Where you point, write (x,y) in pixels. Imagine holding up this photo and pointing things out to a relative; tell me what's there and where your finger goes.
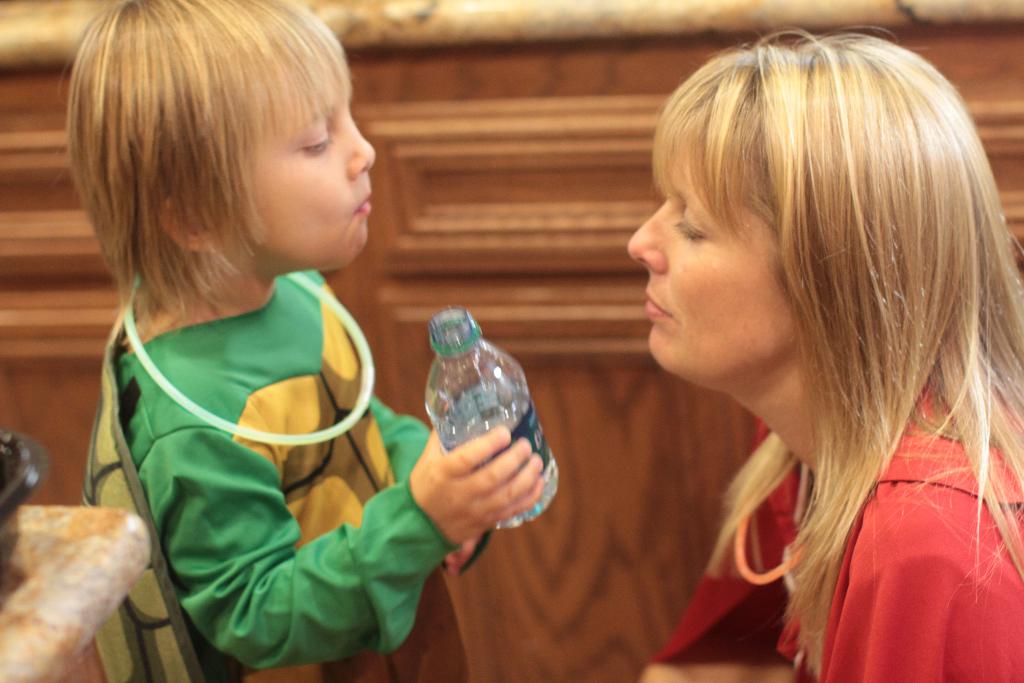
This is a picture where we have a lady (869,508) in red shirt (901,528) and in front of her there is a boy (266,356) in green shirt (302,402) holding a water bottle (460,352).
